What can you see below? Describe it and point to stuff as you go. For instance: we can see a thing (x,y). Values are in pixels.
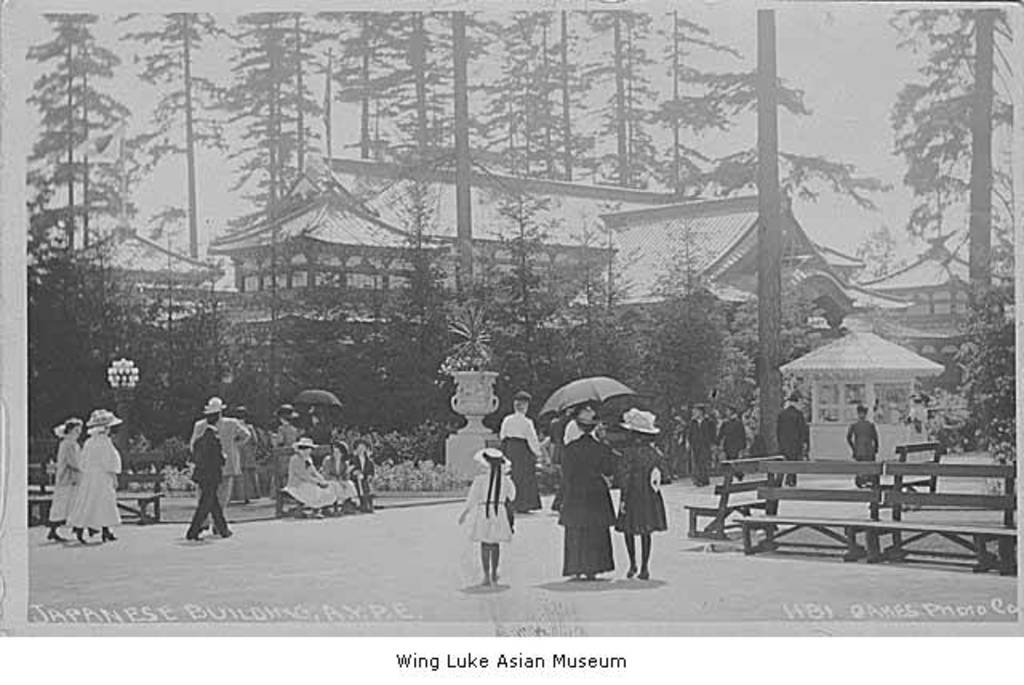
In this picture I can see there are few people (503,529) walking and in the backdrop (430,265) I can see there are buildings (331,300) and trees (805,178). This is a picture and there is a water mark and also there is something written here in the bottom of the image (573,664).
